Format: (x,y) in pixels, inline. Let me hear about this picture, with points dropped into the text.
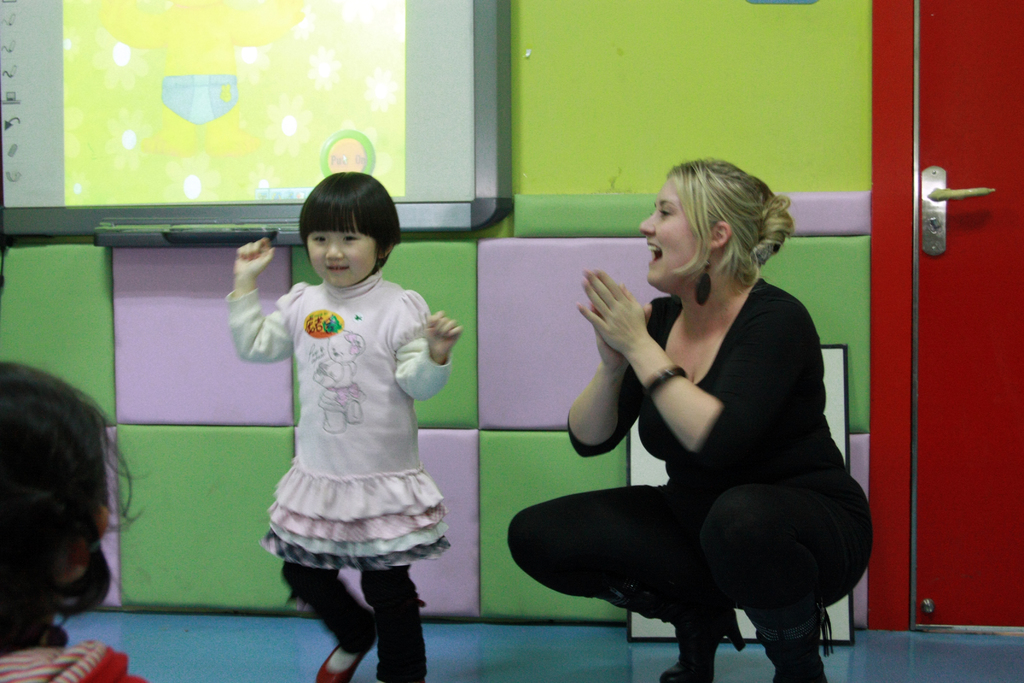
On the right side of the image (747,484) we can see a lady (721,431) sitting and smiling, next to her there is a girl (374,460). In the background (429,205) we can see a screen (471,96) placed on the wall (564,48). There is a door (1000,362). On the left (89,588) there is a person (98,596).
